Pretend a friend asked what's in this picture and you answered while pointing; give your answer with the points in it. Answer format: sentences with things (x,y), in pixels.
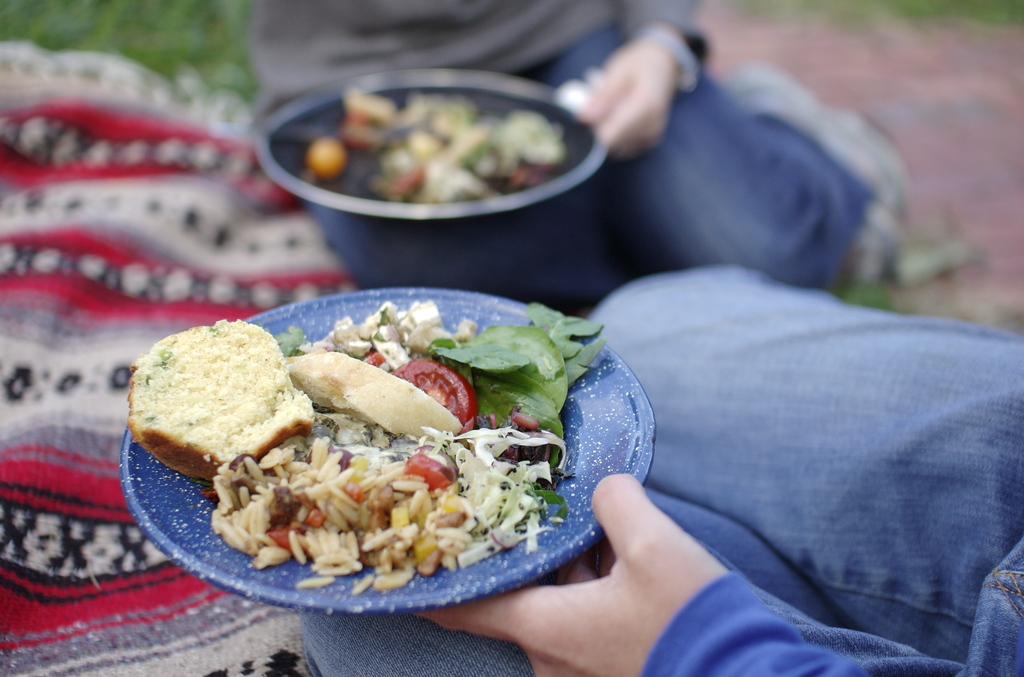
In the image there are two people (748,318), they are holding some food items (358,518) in a plate (573,490) with their hands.
